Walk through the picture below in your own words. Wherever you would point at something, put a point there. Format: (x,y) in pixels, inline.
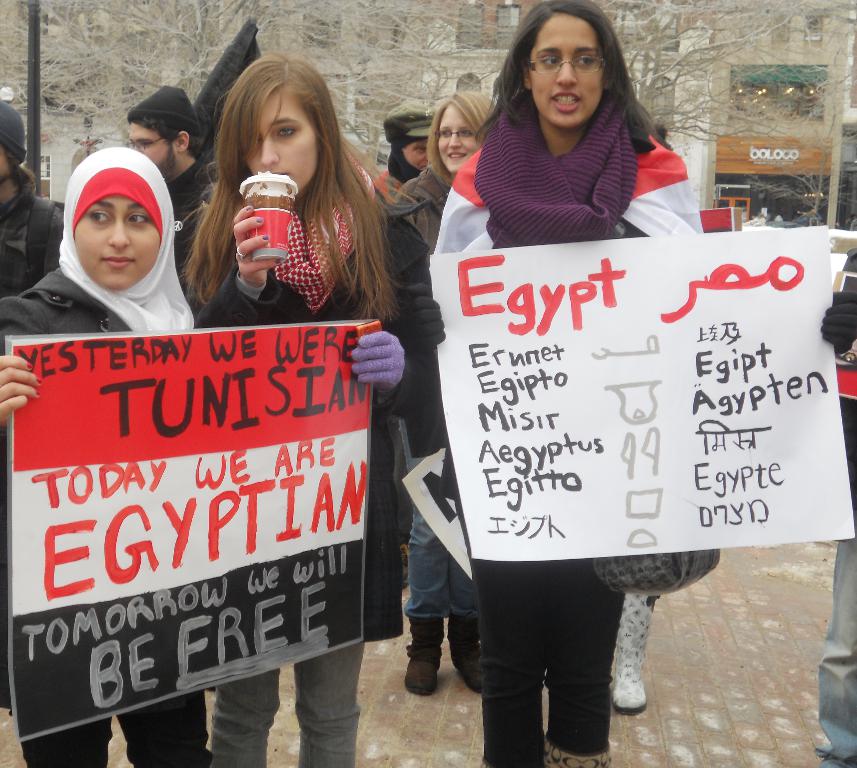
In the foreground of the image (244,310) there are people (400,380) holding papers (502,431) with some text (232,614) on them. In the background of the image (11,113) there are people (358,163) standing. There is wall (455,87). There are trees (405,39). At the bottom of the image (695,738) there is floor (443,745).
